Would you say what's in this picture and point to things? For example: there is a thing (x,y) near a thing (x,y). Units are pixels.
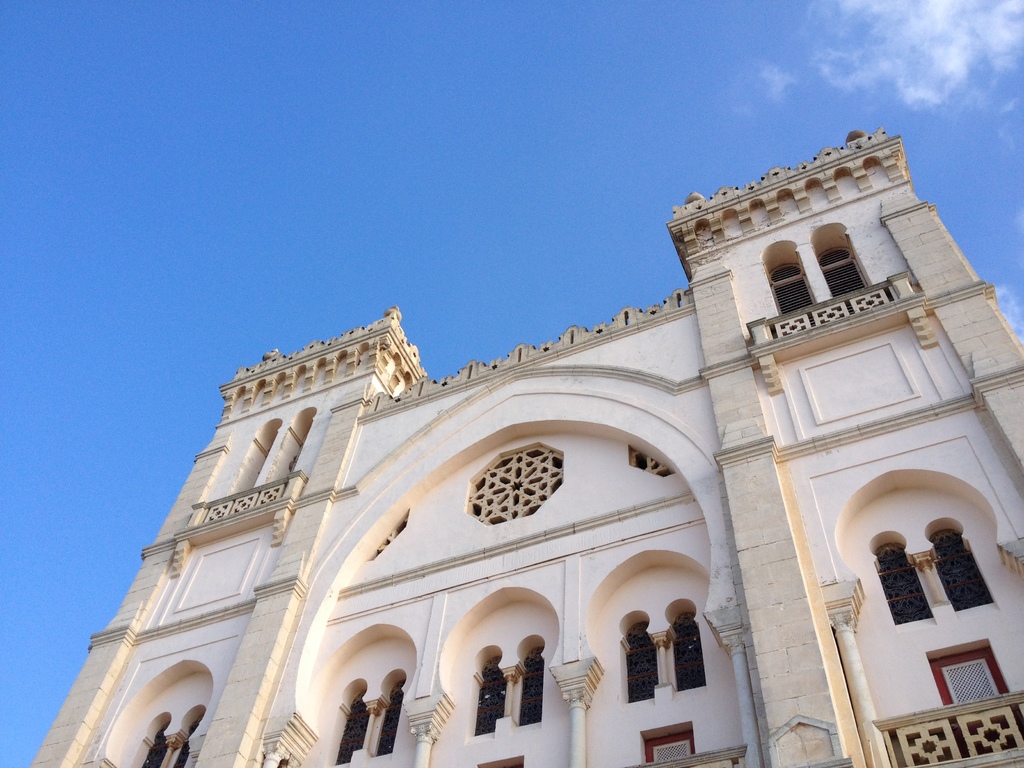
In this image, we can see a building (761,466). In the background of the image (261,330), there is a sky (923,97).
